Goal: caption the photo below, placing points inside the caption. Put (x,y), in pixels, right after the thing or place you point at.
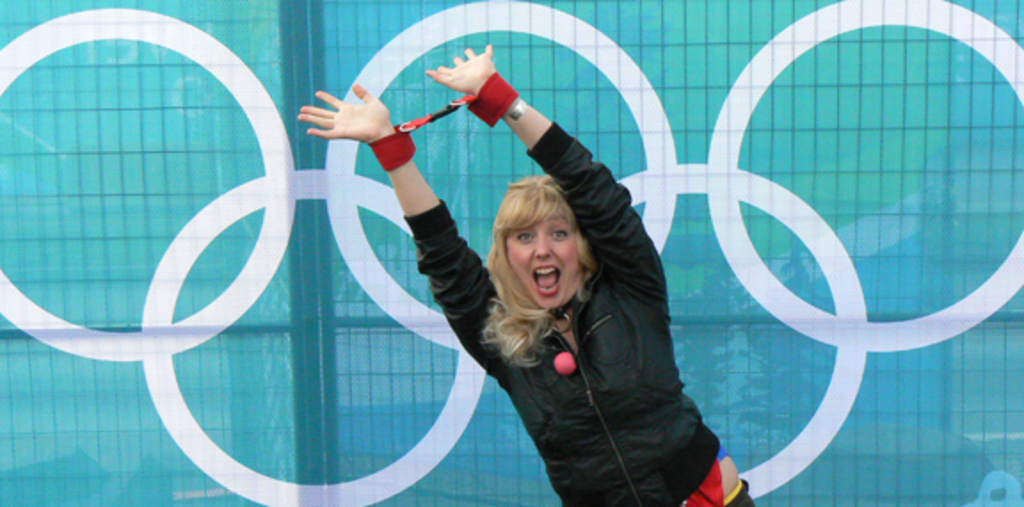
In the center of the image (526,236) a lady (601,253) is present and raising her hands (485,81). In the background of the image (479,230) banner (460,198) is there.
